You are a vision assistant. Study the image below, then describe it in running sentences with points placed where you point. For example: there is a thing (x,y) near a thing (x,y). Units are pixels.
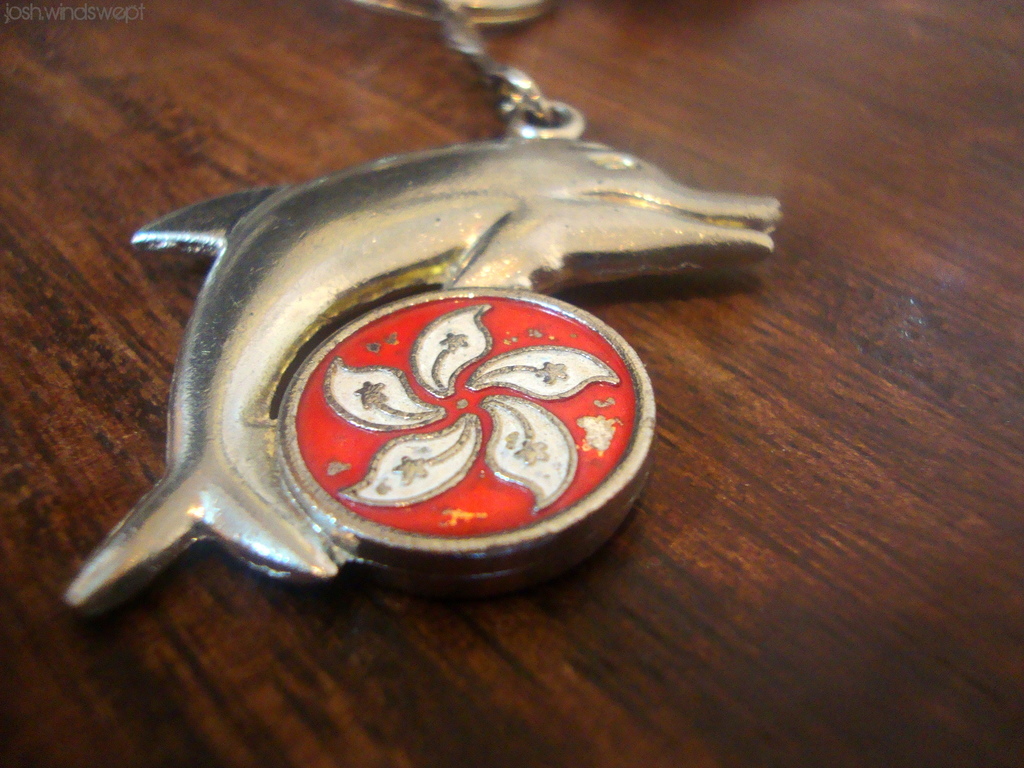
In this image we can see a silver color dolphin shaped object (460,234) on the wooden surface (618,549).
